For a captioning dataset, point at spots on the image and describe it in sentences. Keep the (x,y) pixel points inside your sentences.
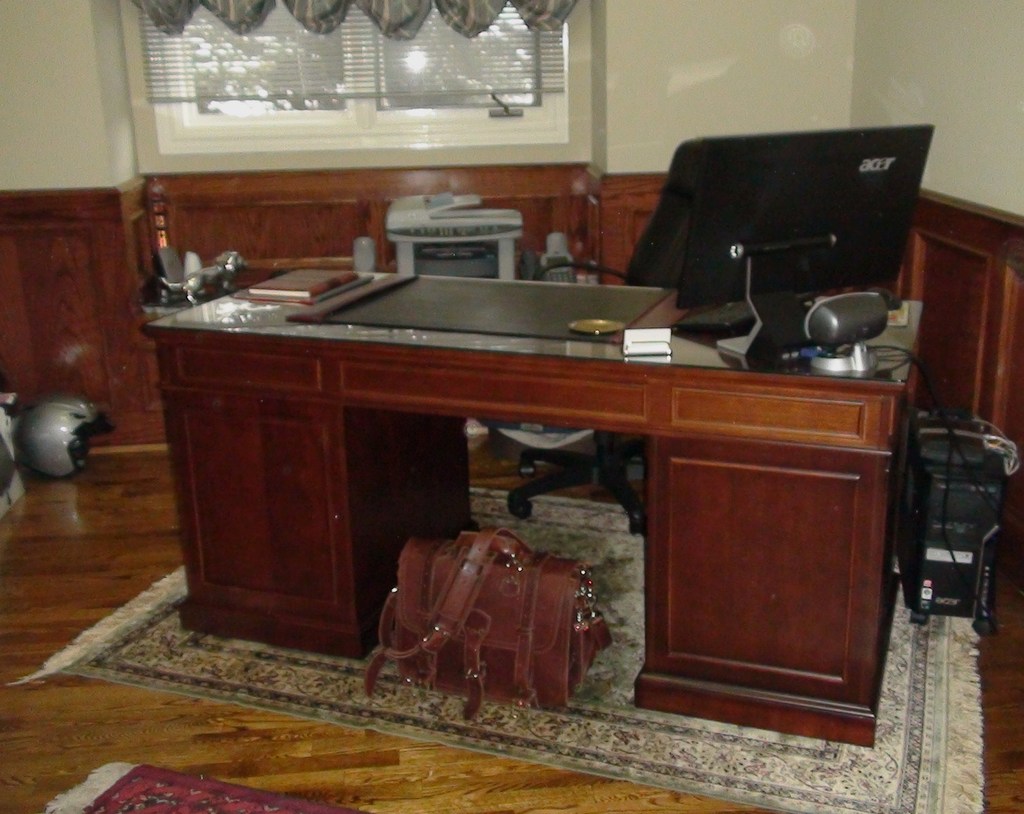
On the background of the picture (529,85) we can see a wall (659,77), a window (466,77) with a mesh (348,53). Here we can see a table (559,345) and on the table (570,359) we can see computer (837,246), book (275,280), paper stopper (643,349). There is a bag (434,665) under this table (614,402). We can see a chair (590,480) here. This is a cpu (944,572). This is a floor (336,749) and a carpet (353,699). this is a helmet (62,411).
